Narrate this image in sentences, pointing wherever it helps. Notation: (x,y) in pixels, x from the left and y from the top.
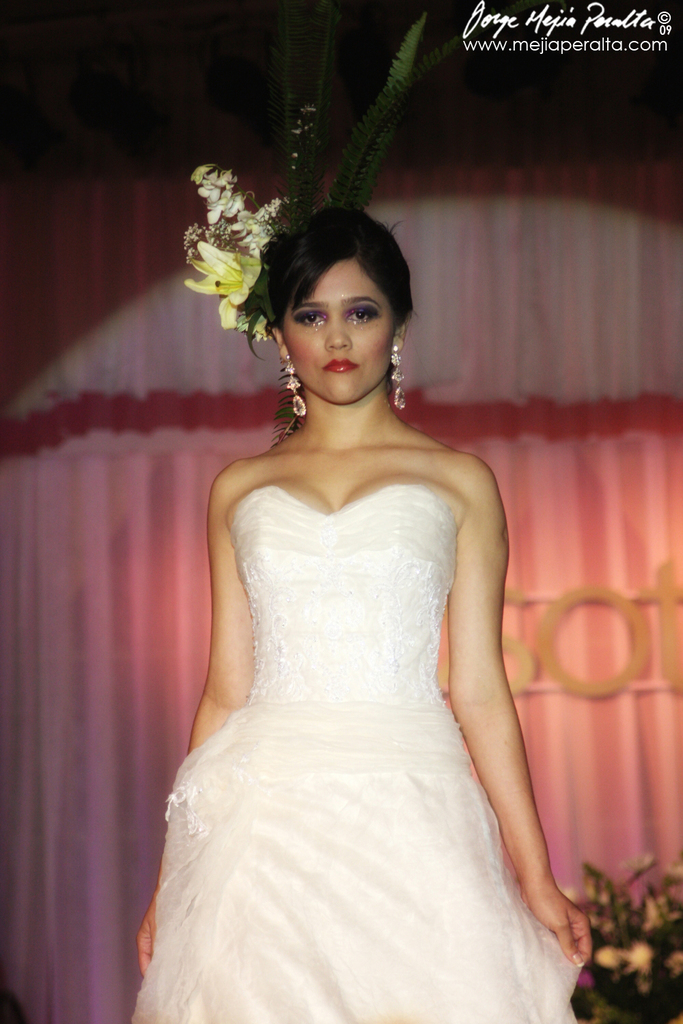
In this image, we can see a woman (272,816) wearing a white color dress (360,758). In the background (632,404), we can see a curtain (61,640) and there is a watermark (514,34) on the top right side (541,42).
